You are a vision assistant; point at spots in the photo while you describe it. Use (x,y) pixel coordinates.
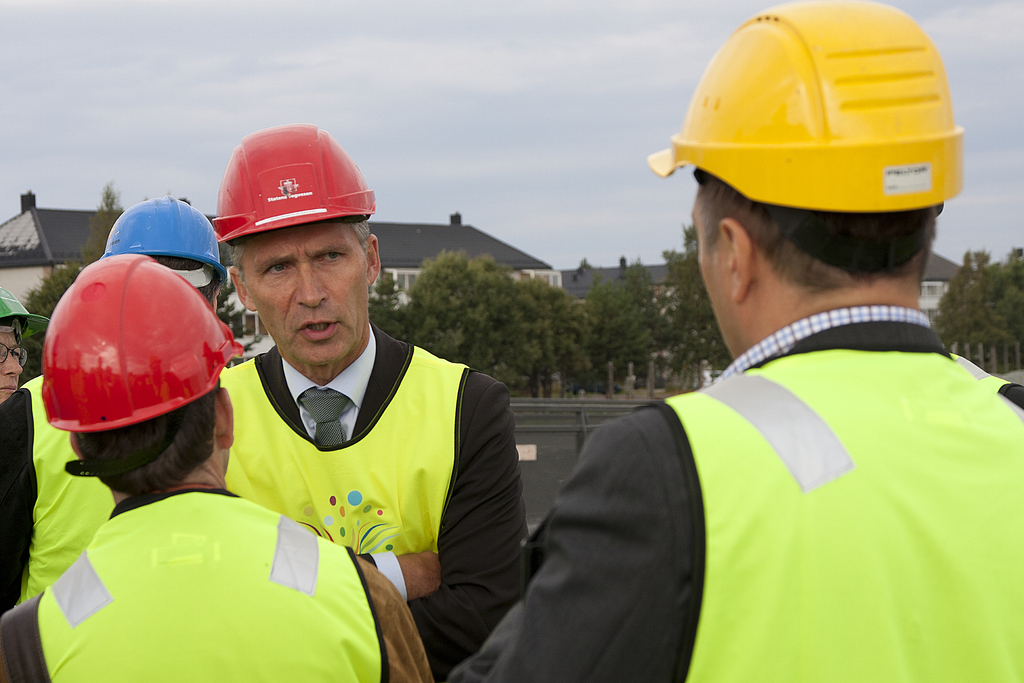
In this image I can see few people (279,420) are standing and I can see all of them are wearing helmets (147,209). I can see all of them are wearing green colour jacket (349,520) and few of them are wearing blazers (522,528). In the background (548,321) I can see number of trees (436,323), buildings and cloudy sky (98,123).
